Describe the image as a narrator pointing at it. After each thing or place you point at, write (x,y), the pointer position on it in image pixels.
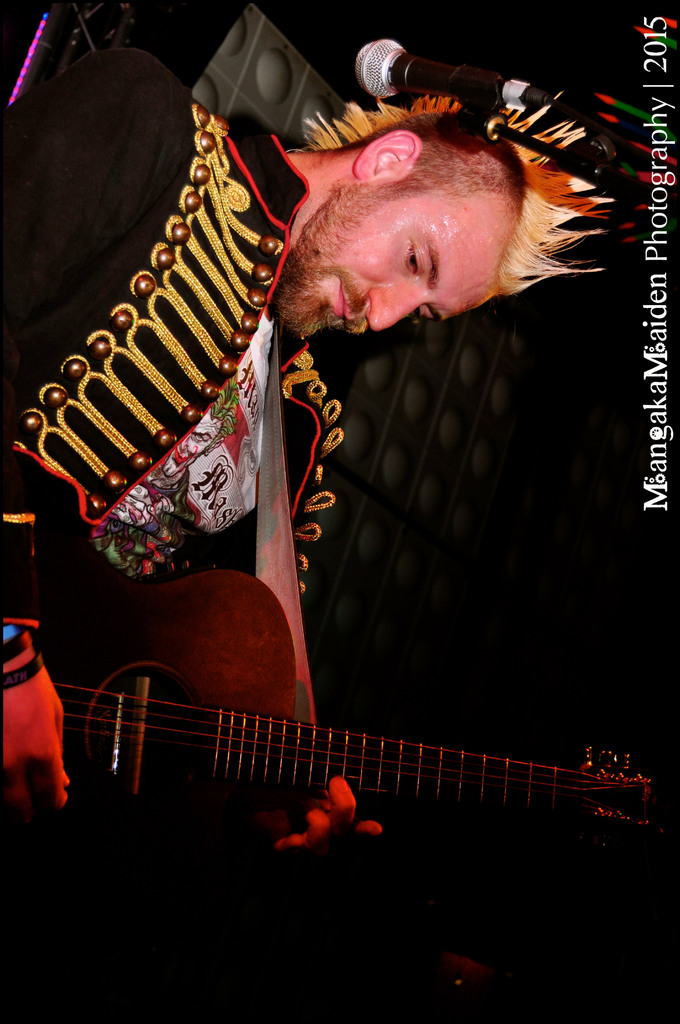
In this image we can see a person (239,534) playing a musical instrument (211,620). On the right side (648,85), we can see a mic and text (648,85). Behind the person (330,444) we can see a white object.
